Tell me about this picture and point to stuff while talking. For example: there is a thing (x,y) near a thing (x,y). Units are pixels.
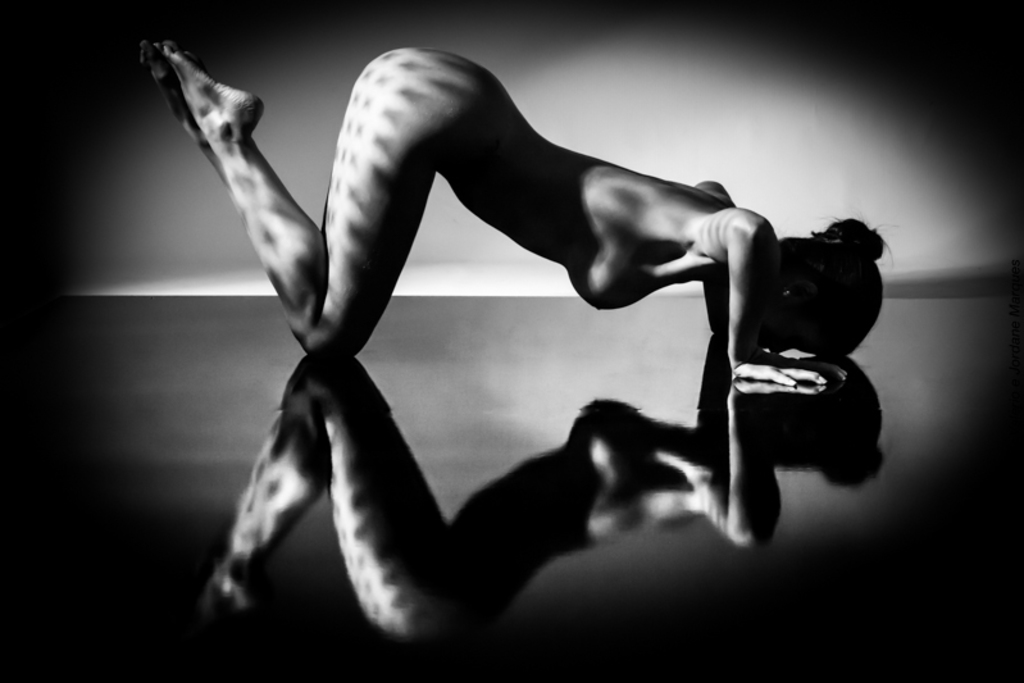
In this image I can see a woman (833,301) on the floor (328,376) and I can also see reflection (860,469) of her on the bottom side (236,569). I can see this image is black and white in colour.
